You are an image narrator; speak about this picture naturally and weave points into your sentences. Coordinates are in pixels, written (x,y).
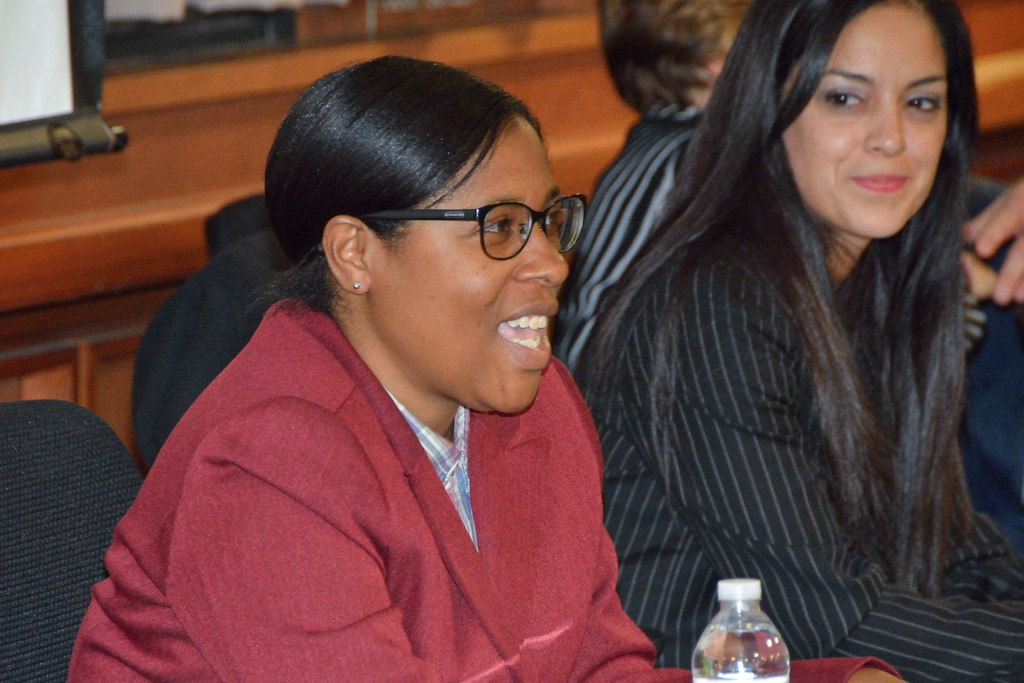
In this image I can see two women (935,83) are sitting on a chair (8,579). I can also see, she is wearing a specs (519,247). Here I can see a water bottle (764,680).
